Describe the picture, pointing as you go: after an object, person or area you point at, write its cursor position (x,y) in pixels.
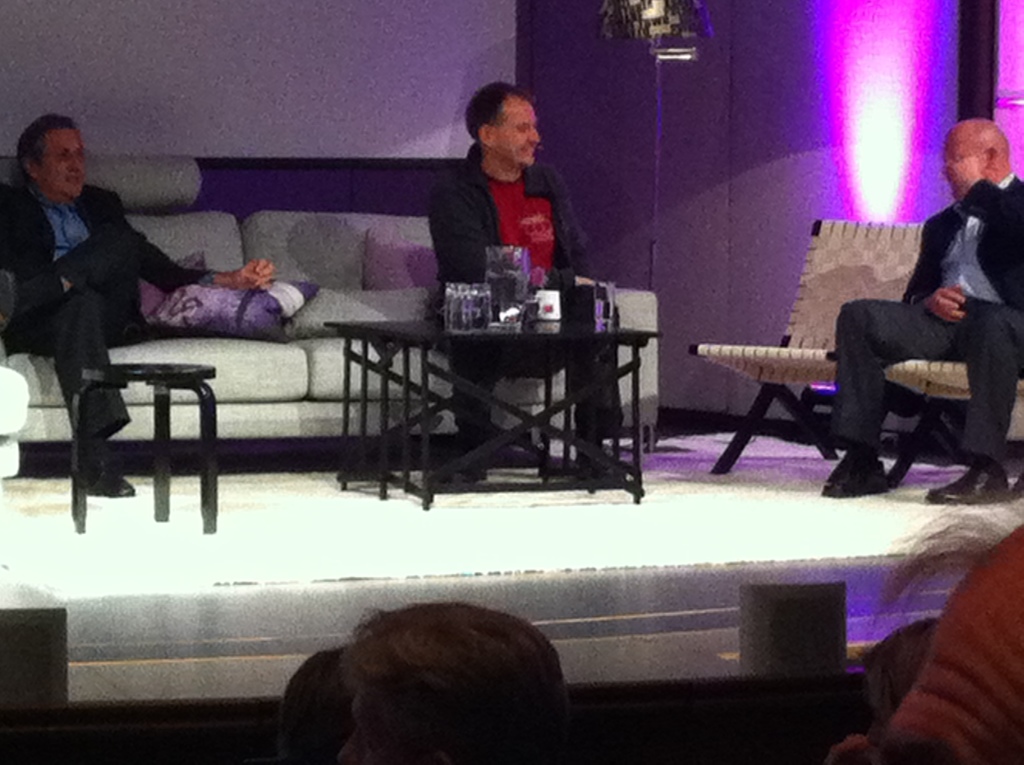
In this picture we can see three men (945,248) sitting on sofa (204,224), chairs (900,251) and here on table (463,340) we can see glasses (471,289), jar (526,259) and in front of them we have a group of people (442,680) and in background (403,119) we can see wall (380,44), light (843,118).
